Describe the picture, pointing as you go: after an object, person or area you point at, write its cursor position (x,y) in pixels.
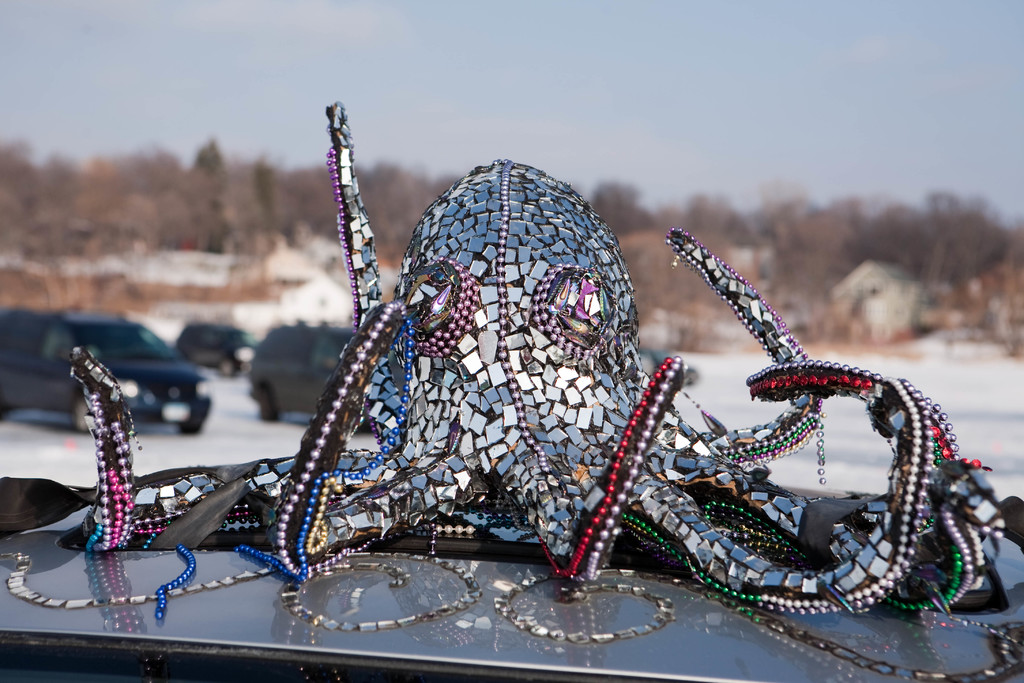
In this image we can see the sculpture (490,459) on the vehicle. And there are vehicles (182,389) on the ground (294,434). And at the back (538,108) there are trees (827,269) and the sky (569,146).
